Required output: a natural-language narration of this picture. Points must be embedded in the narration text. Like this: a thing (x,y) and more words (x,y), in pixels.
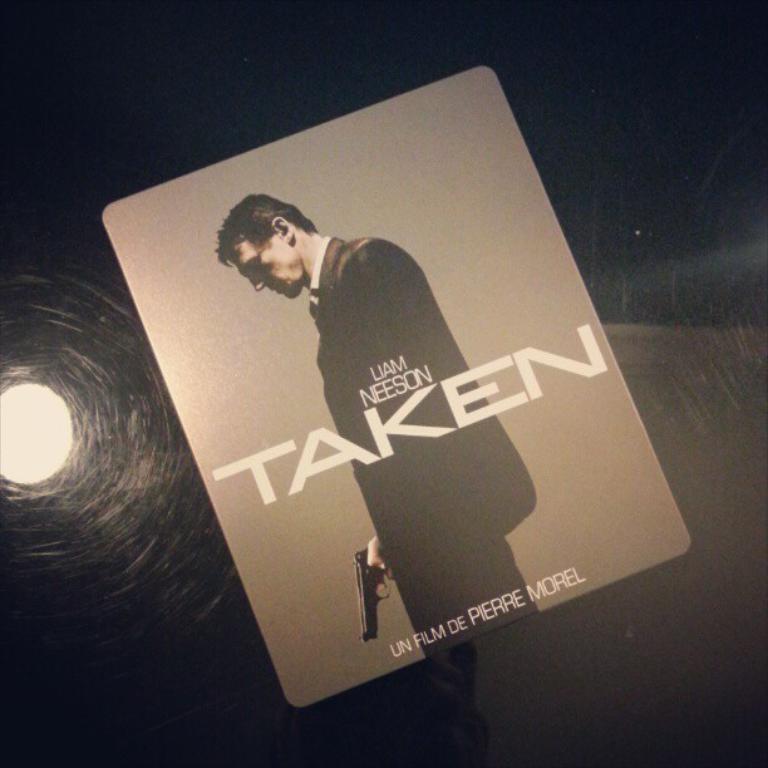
In this image there is a poster (410,406) with some text (536,383) and image (467,501) and behind the poster (391,396) there is light (44,421).
